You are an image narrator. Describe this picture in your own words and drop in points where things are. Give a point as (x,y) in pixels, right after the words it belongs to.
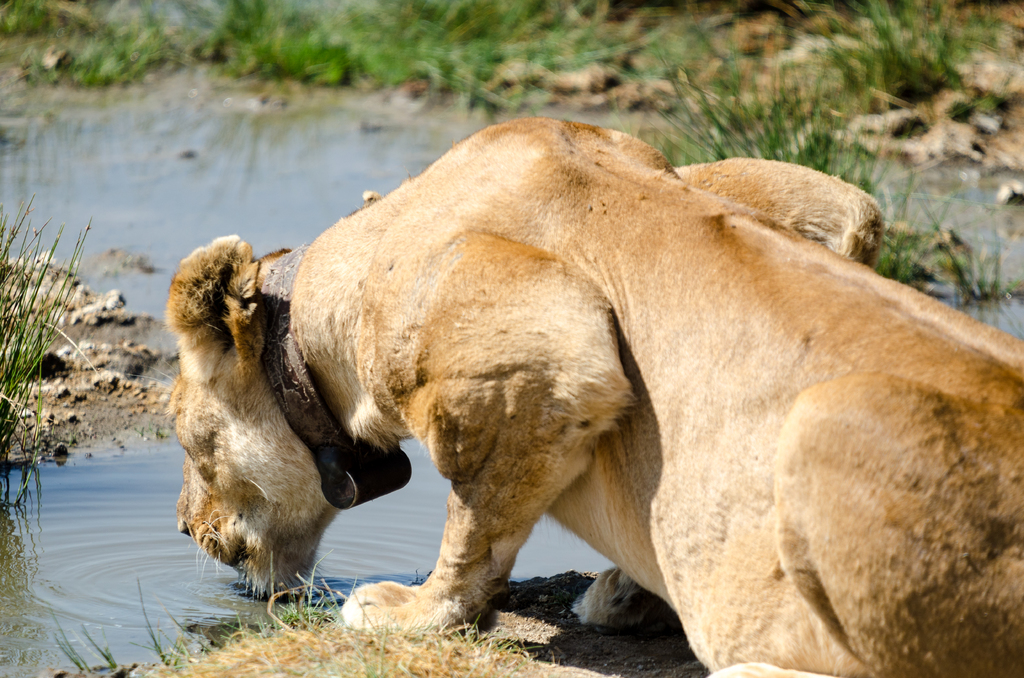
In this image there is a lion (483,317) which is drinking the water (154,550). In the background (366,60) there is grass (462,32). At the bottom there is sand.
